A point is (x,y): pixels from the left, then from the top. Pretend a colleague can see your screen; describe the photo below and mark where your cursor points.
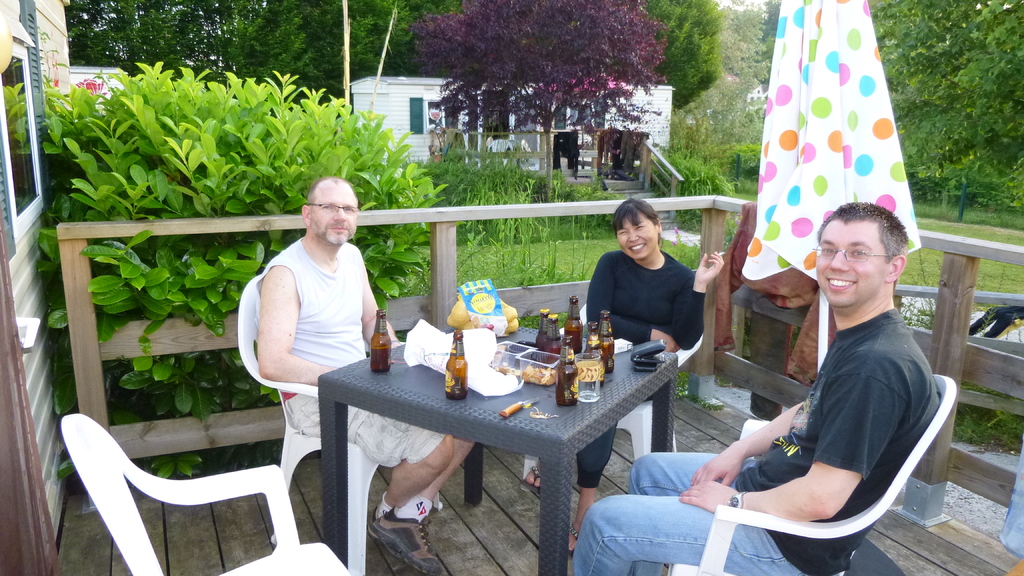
There are three persons (570,540) sitting on the chairs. They are smiling. And he has spectacles (344,214). This is table (529,444). On the table (529,444) there are bottles (453,389), and box (497,360). These are the plants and there is an umbrella (813,142). This is grass (975,231). Here we can see some trees (517,98) and this is house (433,105). And this is floor (484,530).
